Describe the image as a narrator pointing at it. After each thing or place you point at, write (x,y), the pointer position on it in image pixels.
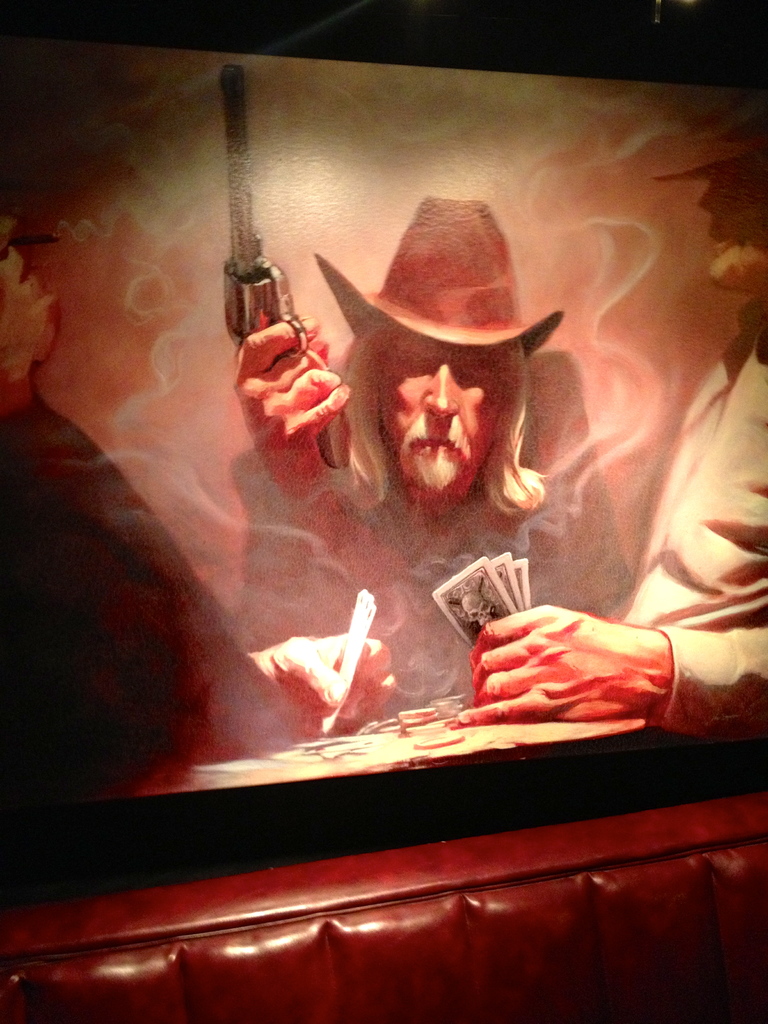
In the foreground of this picture (590,908) we can see an object (208,920) seems to be the couch (555,908). In the background (312,158) we can see an object (719,129) which seems to be the painting (360,642) and we can see the two persons (162,535) holding some objects (499,601) and another person (440,359) holding a revolver (250,289) in the painting (393,176). The background of the image (712,6) is dark.
